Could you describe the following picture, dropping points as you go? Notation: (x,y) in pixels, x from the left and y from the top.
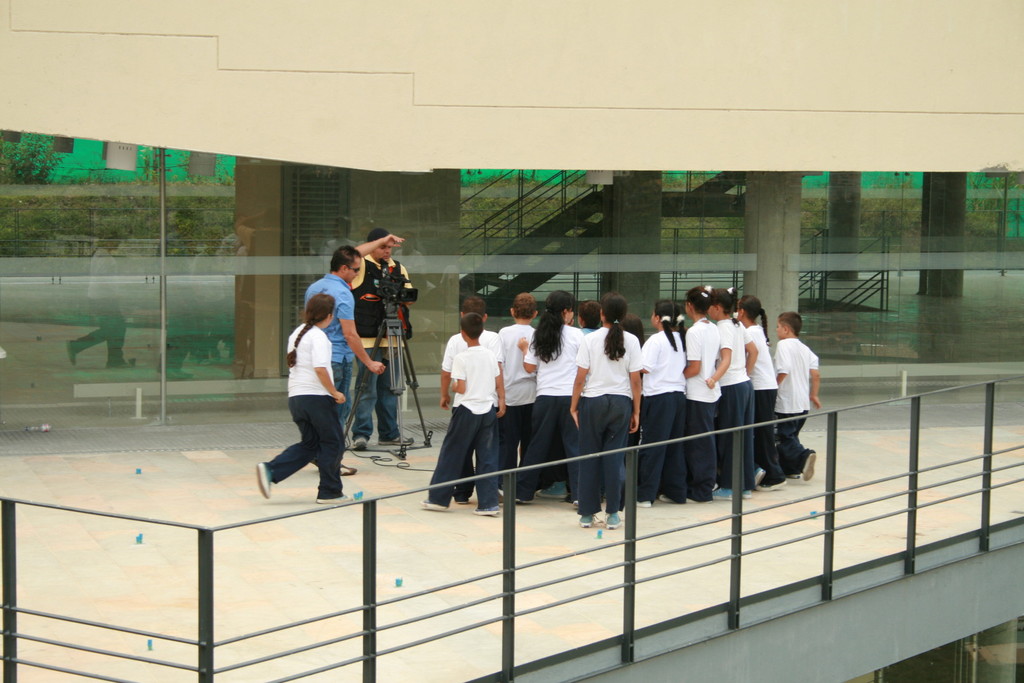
In this image we can see few people (596,383) standing on the floor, there is a railing (611,554), and in the background (163,239) through the glass (146,241) we can see a reflection (214,264) of stairs (599,211), plants (707,224), pillars (645,224) and a pole (165,220).
